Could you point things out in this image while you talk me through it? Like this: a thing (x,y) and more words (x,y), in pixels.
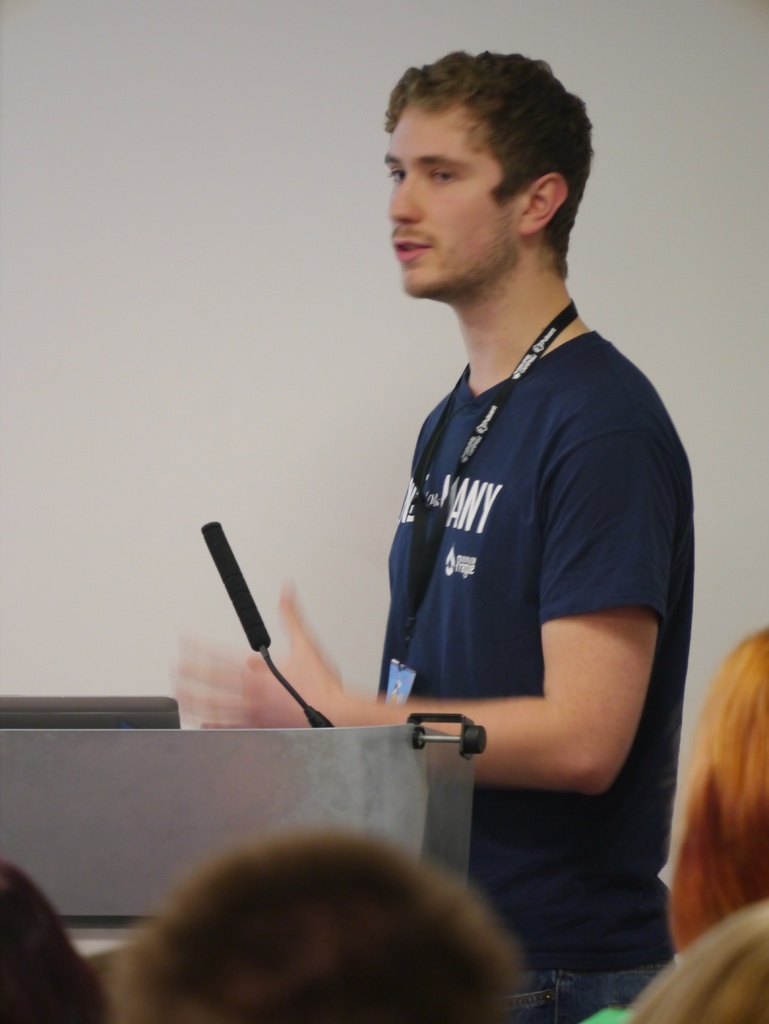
In this image there is a man (566,573) standing in the middle (490,377) and there is a podium (105,801) in front of it. On the podium (105,743) there is a mic (247,623). At the bottom (322,1017) there are people (468,975) who are watching the man (579,459). In the background (216,579) there is a wall (293,80).
